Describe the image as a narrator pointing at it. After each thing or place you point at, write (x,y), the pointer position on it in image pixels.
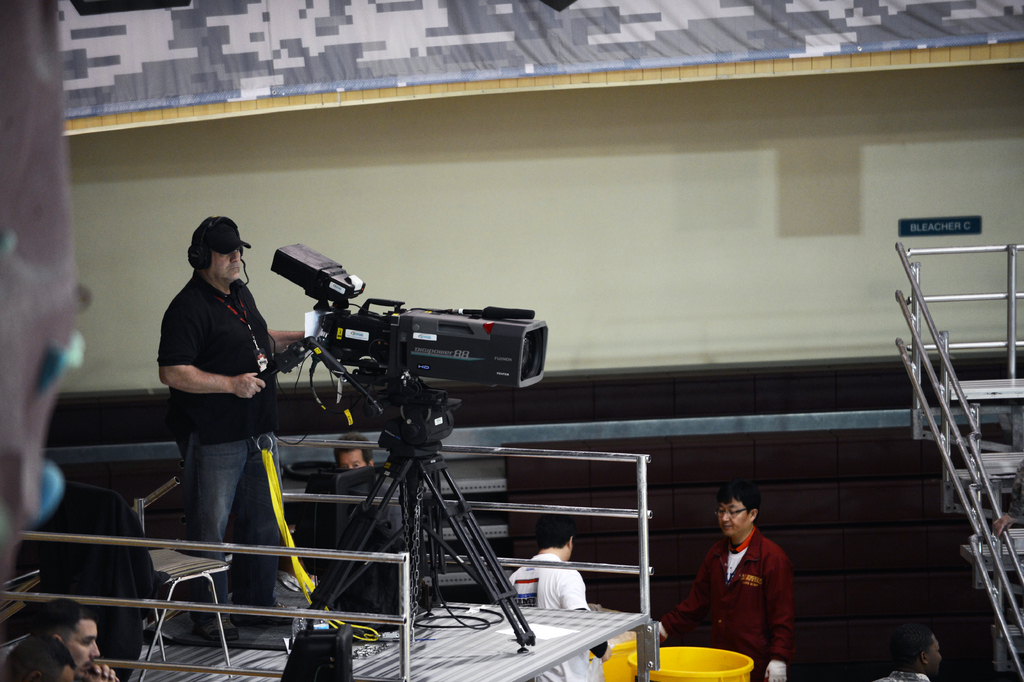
On the left (258,414) a man (247,527) is standing on a platform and holding the handle (325,359) of a camera (419,373) which is on a stand (401,450) and there is a headset (191,263) and a cap (227,239) on his head (203,242). At the bottom (394,623) we can see few persons (584,596), poles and some other objects (670,669). In the background (387,30) we can see a banner (379,35), a small board (941,233) on the wall (886,227), poles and some other objects (872,620).
